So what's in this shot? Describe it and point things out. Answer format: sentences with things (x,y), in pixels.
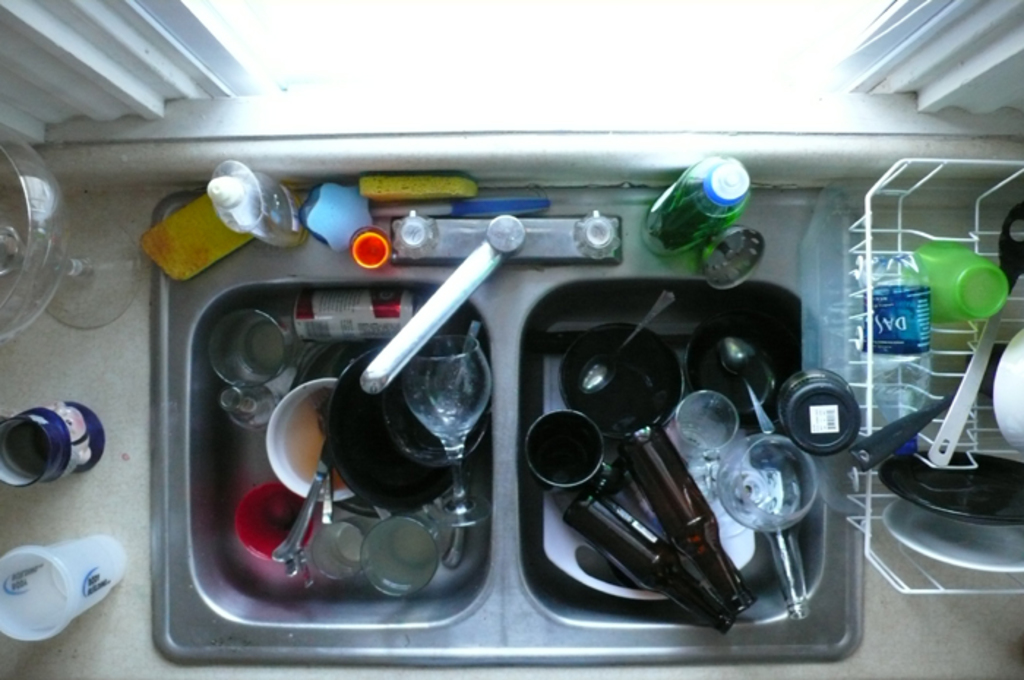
This picture is mainly highlighted with dishes (376,472), bottles (653,487), glasses (322,531), dish wash bottles (648,244) in a sink (647,265). This is a tap (475,238). Here we can see a window (392,60).
